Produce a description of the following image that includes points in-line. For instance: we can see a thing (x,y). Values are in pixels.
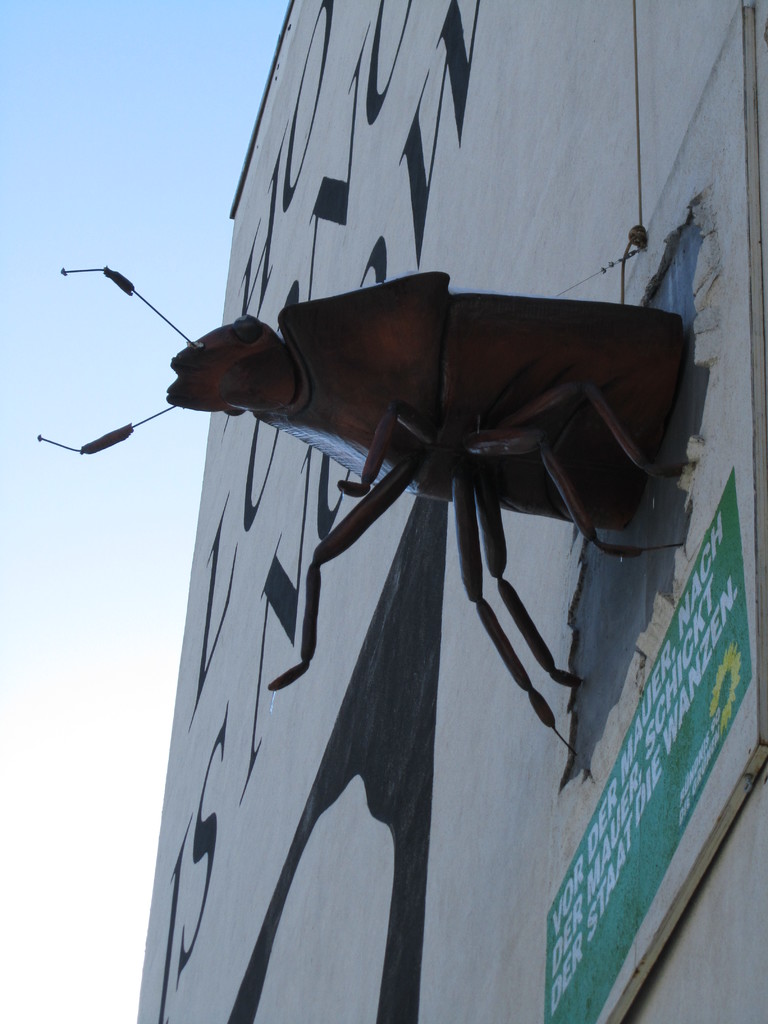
In this image we can see the wall (369,746) with text (415,694) and there is the statue (449,379) attached to the wall (588,721) and we can see the board (589,839) with the text (575,951) and in the background (112,243) there is the sky (127,444).
